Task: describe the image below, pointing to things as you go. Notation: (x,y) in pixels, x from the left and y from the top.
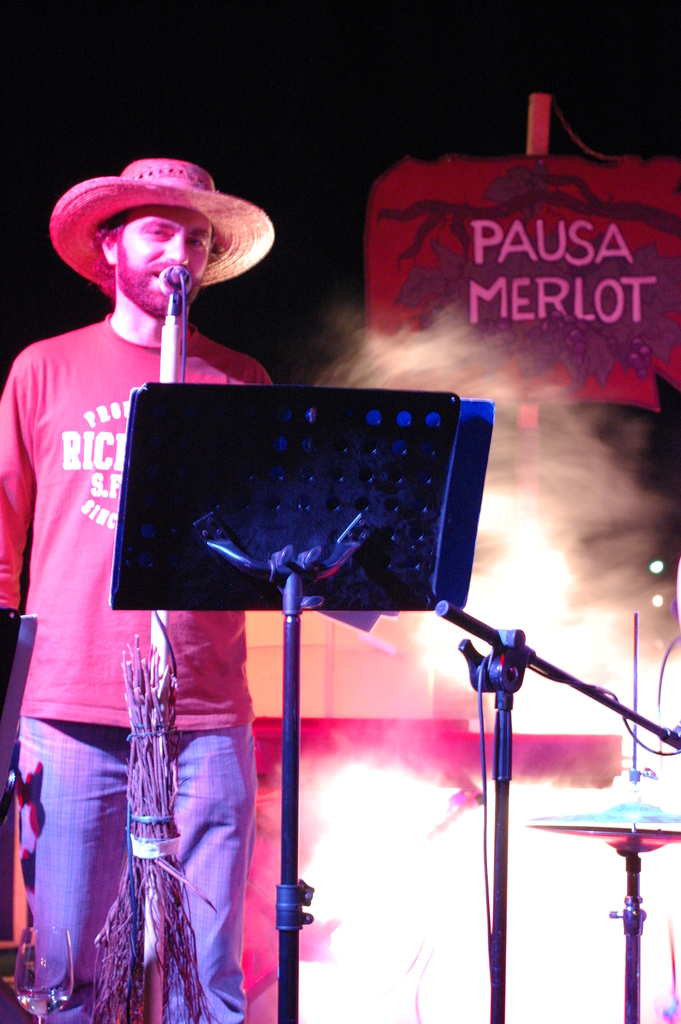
In this picture I can see a man (110,351) standing and singing with the help of a microphone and he wore a cap (180,170) on his head (130,182) and i can see a book stand (271,604) and drums (605,837) on the side and I can see a board (577,359) with text (558,228) and smoke (420,997).
